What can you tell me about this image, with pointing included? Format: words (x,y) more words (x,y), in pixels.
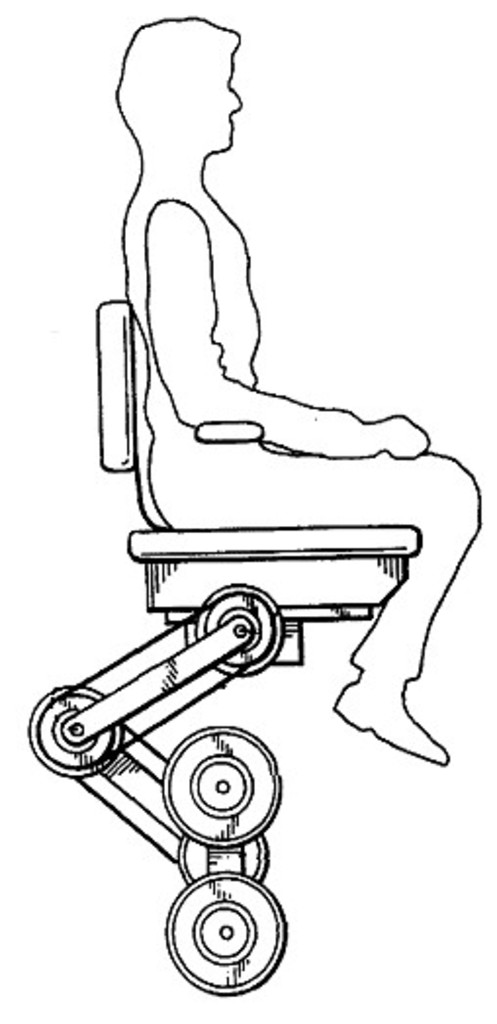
In this image I see a sketch (149,331) of a person (217,347) who is sitting on a chair (290,579) and I see 5 round things (250,614) attached to the chair (263,577) and it is white in the background (243,718).
